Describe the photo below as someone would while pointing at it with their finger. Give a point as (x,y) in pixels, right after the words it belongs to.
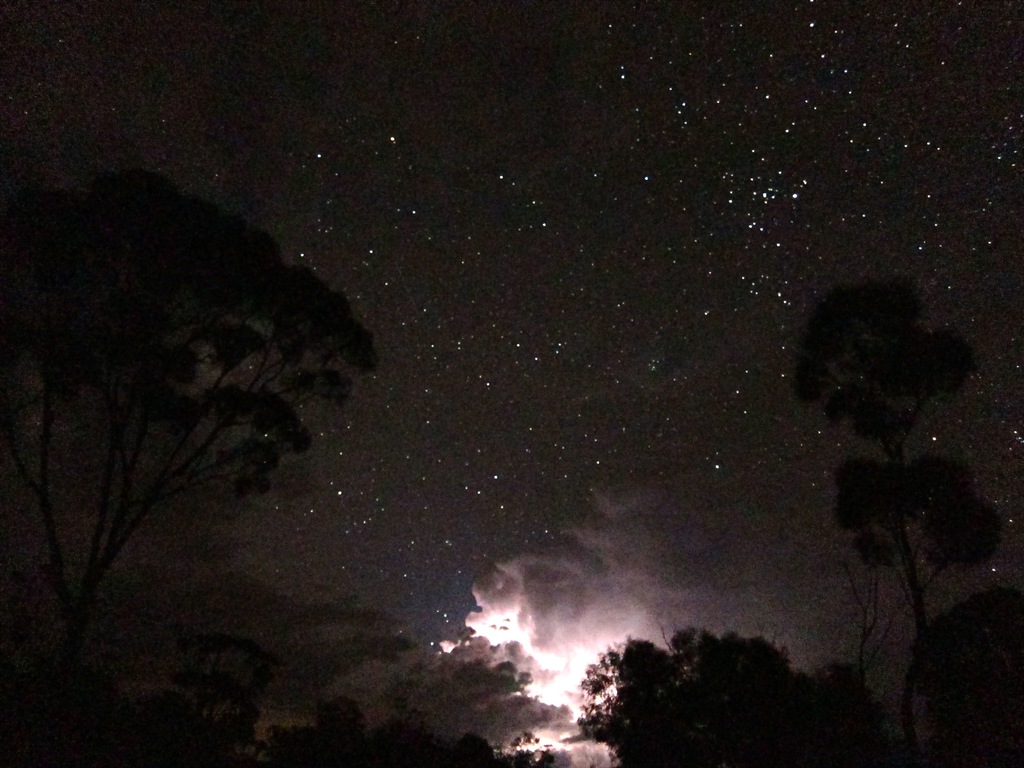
In this picture we can see trees (734,733) in the front (923,516), there are stars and the sky (628,122) at the top of the picture (795,125), it looks like smoke (530,679) at the bottom (606,607).
